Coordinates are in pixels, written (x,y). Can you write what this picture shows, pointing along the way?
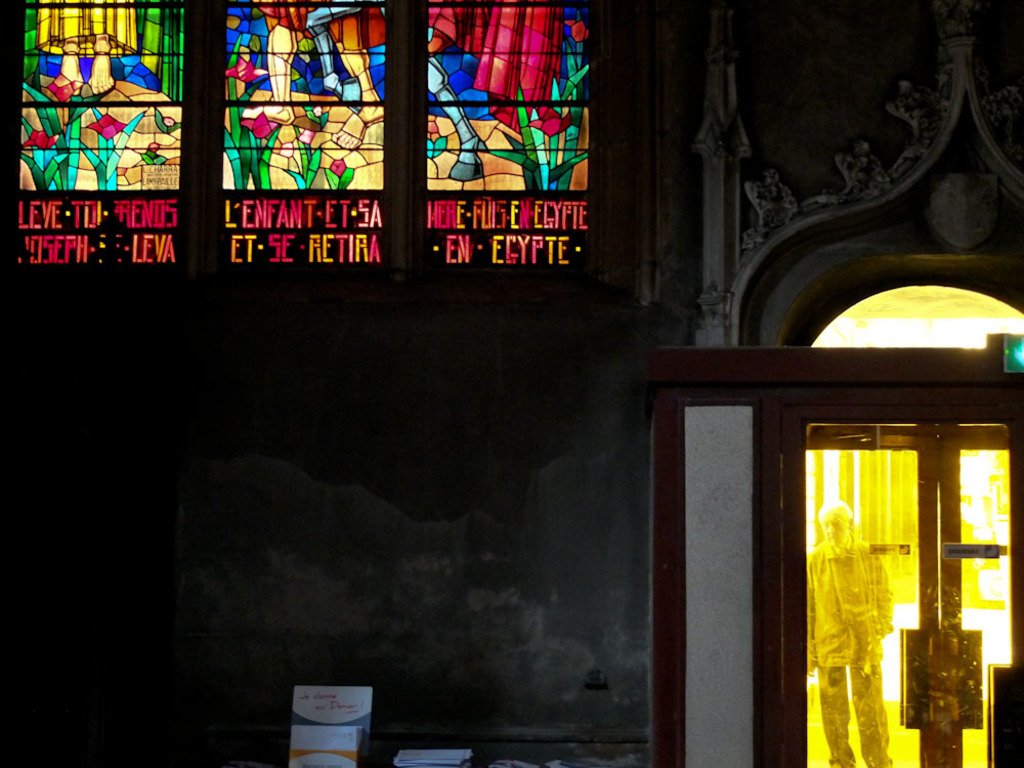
In this picture we can see some objects (293,697), wall (510,579), doors (873,482) and from a door (863,513) we can see a man (856,662) standing.
